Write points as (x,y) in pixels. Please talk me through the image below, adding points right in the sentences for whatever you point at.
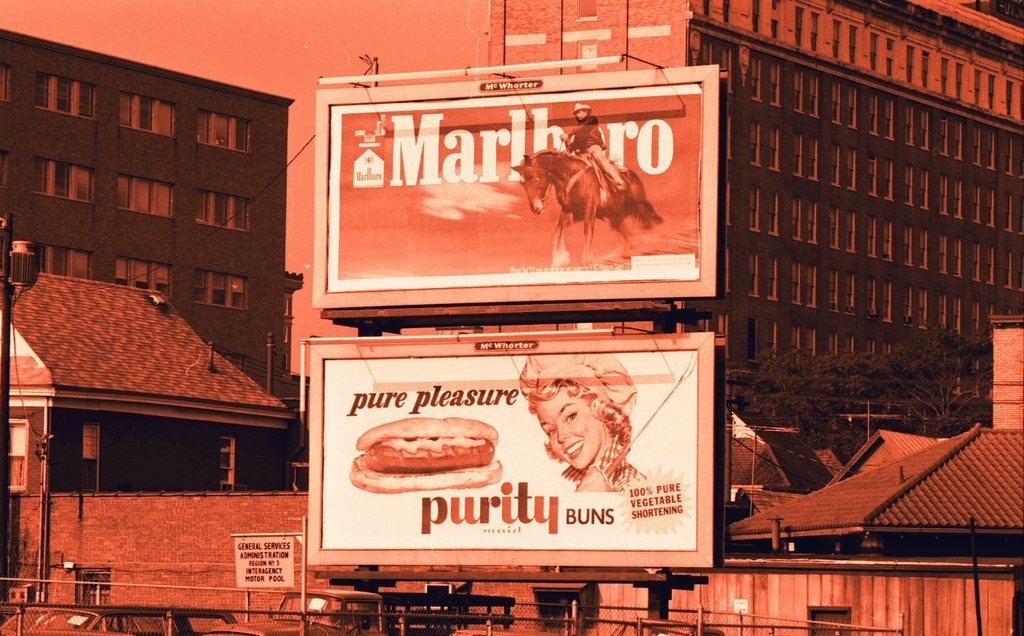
In this image we can see many buildings (786,166). And we can see the windows (161,131). And we can see a few houses (740,484). And we can see the two hoardings (635,377). And we can see the vehicles (188,620). And we can see the metal fencing (899,634).
